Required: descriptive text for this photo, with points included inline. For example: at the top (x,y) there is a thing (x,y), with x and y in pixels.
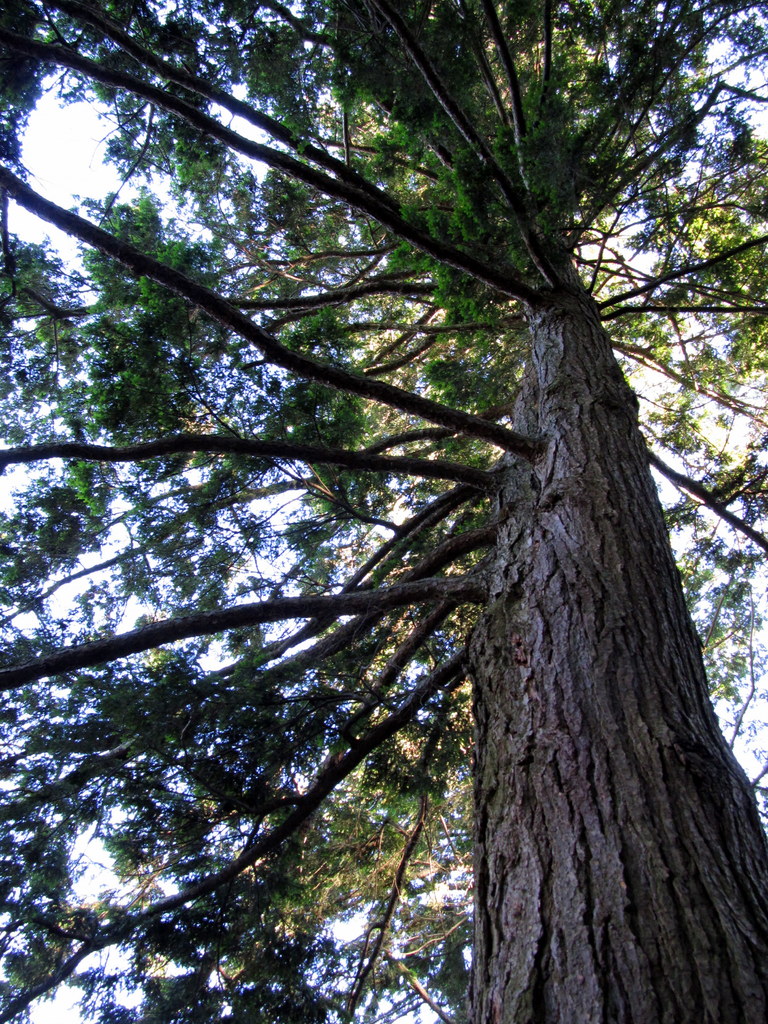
In this image we can see a tree (485,767), and some branches (367,596) of it, also we can see the sky (193,236).
